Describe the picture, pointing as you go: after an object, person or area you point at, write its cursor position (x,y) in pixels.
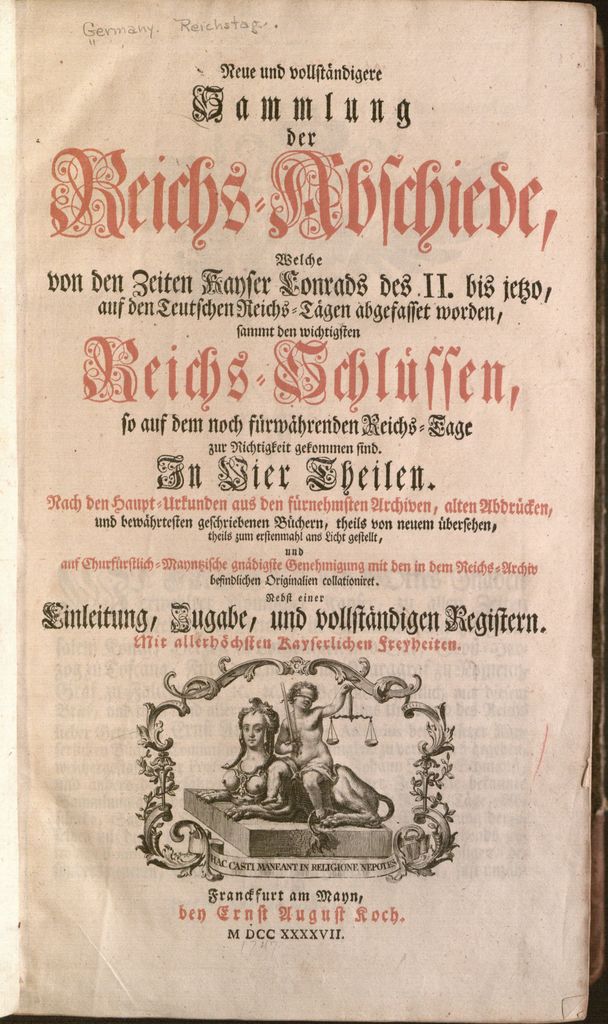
In the image we can see the page (284,803) of the book (258,878), on it we can see text (327,526) and some pictures (327,728).
